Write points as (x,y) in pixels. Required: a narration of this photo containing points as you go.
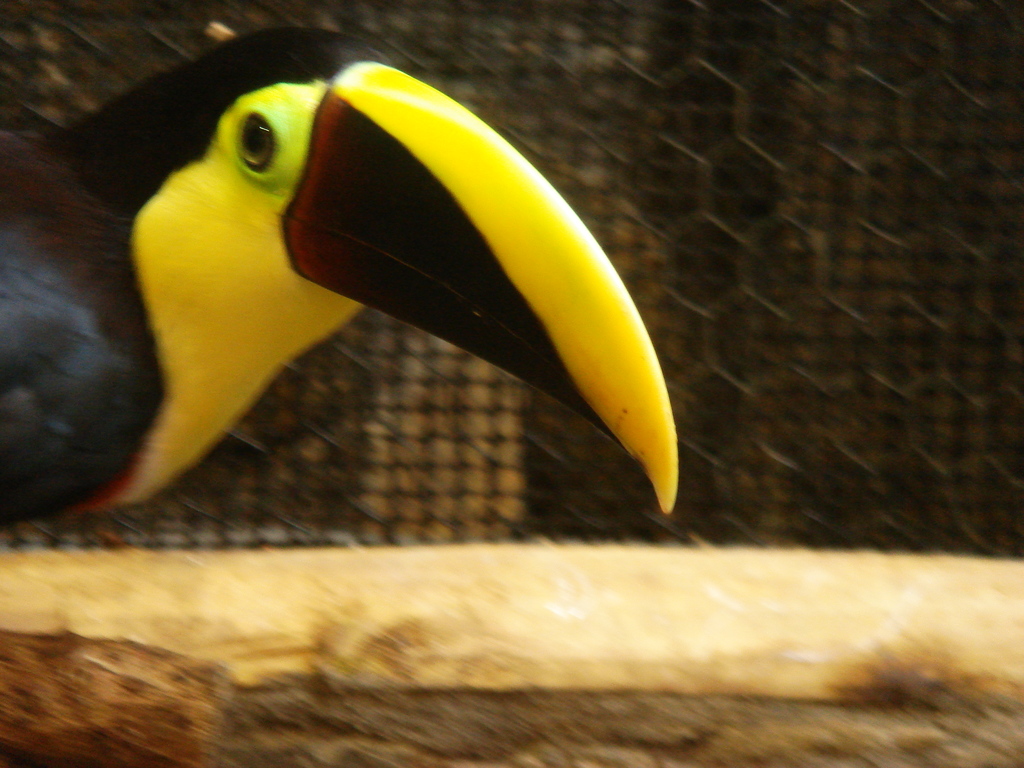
On the left side (241,355) there is a bird (271,230) facing towards the right side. In the background (824,192) there is a net fencing (695,165). At the bottom (342,746), it seems to be a wall (296,743).
